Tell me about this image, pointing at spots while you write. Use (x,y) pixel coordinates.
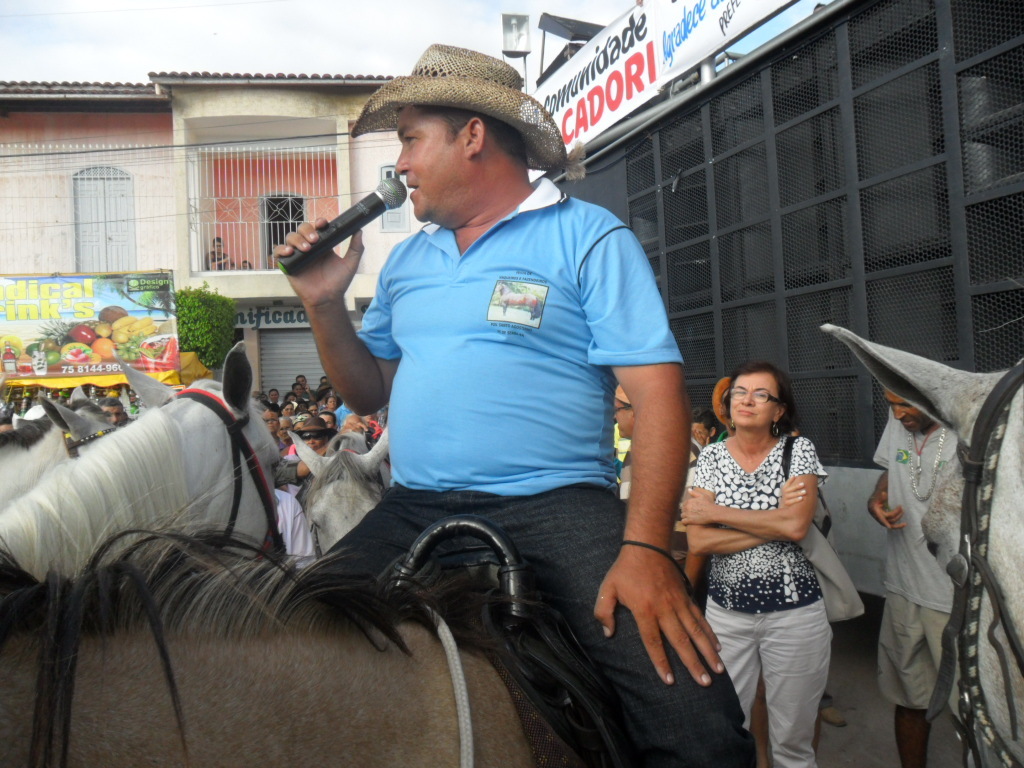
This picture is taken on a road (864,736). There are people (316,418) and horses (222,600) on road (873,726). In the center (483,395) there is a man (483,395) sitting on a horse (283,625) wearing a hat (435,89) and holding a microphone (345,234) in his hand (337,271). To the extreme left corner (31,354) there is a board (47,355) and on it text (33,307) and fruit images (109,341) are there. In the background (188,284) there are plants (203,315), buildings (169,179), doors (131,201), railing (199,215) and sky (150,27).
